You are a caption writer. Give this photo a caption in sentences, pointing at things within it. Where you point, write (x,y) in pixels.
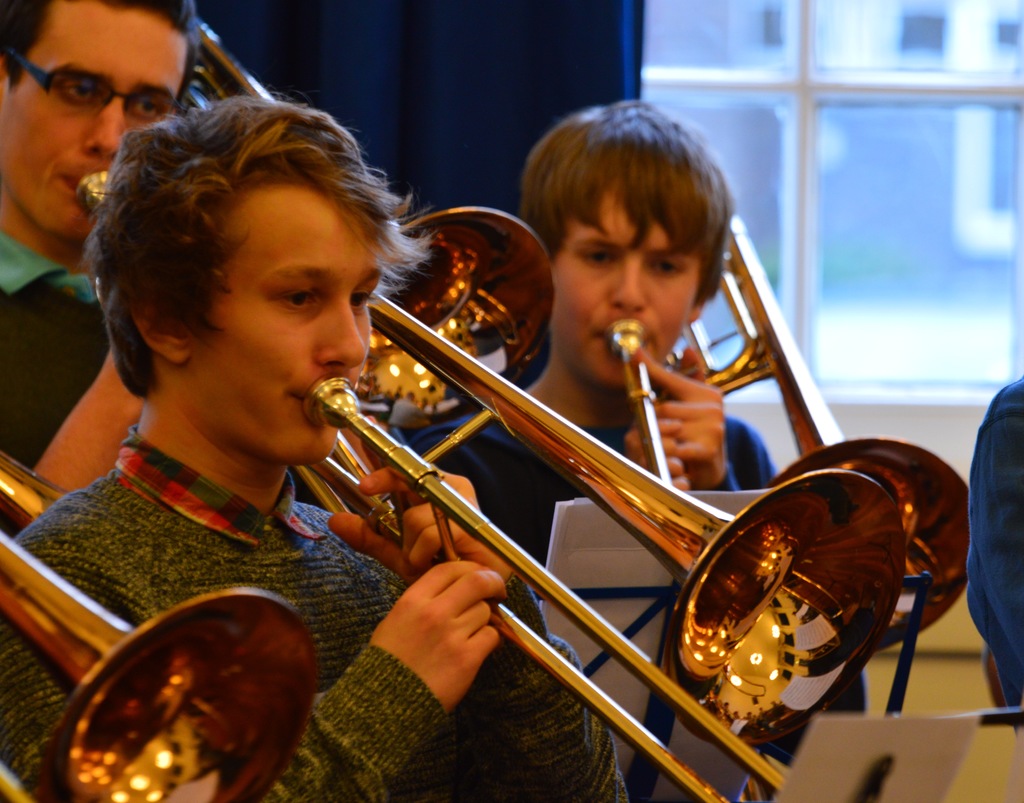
This picture is clicked inside. In the foreground (787,516) we can see the group of persons (244,349) standing and playing trombones (370,411). In the background (859,209) we can see the window (904,115) and a blue color curtain (485,52).
